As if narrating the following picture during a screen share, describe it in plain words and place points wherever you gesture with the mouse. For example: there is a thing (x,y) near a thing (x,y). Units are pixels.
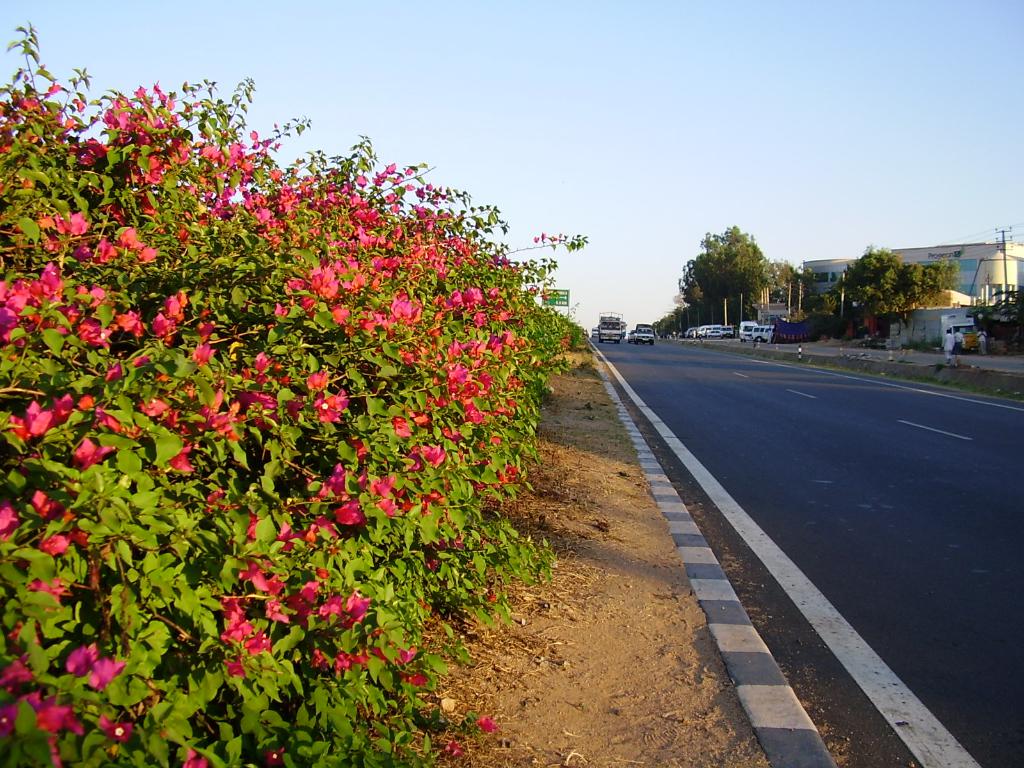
In this image we can see many trees (771,263). We can also see a pink color flower plant (346,372). Image also consists of many vehicles (621,323). At the top (575,100) there is sky (547,89). Buildings (807,266) and road (853,441) is also visible in this image.
